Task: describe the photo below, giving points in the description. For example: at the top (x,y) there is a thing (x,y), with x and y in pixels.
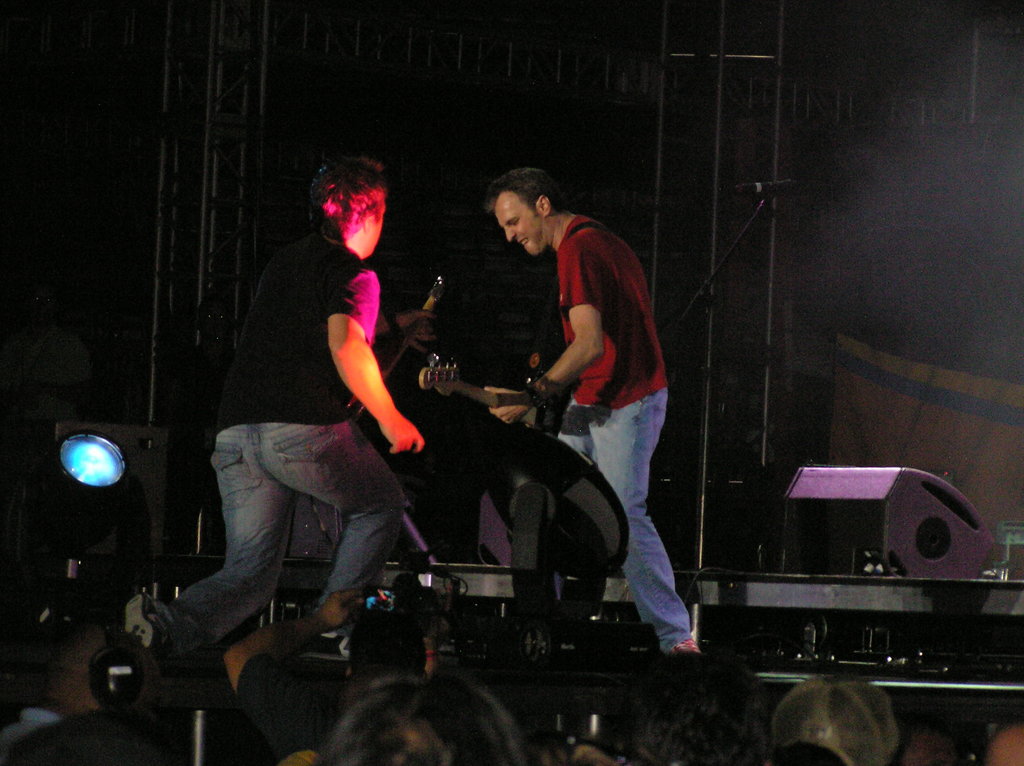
There are two men (297,338) on the stage (577,718). To the left side (335,558) there is a man (268,309) with black t-shirt (311,336) is standing and holding guitar (402,350) in his hand (404,318). And a man (595,336) to the right side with red t-shirt (601,324) is standing and playing guitar (524,397). To the side of him there is a light (540,505). In the background (930,512) on the stage (965,580) there is a speaker (821,510) and a mic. To the bottom (409,645) there are some people (76,652) standing and watching the performance.
